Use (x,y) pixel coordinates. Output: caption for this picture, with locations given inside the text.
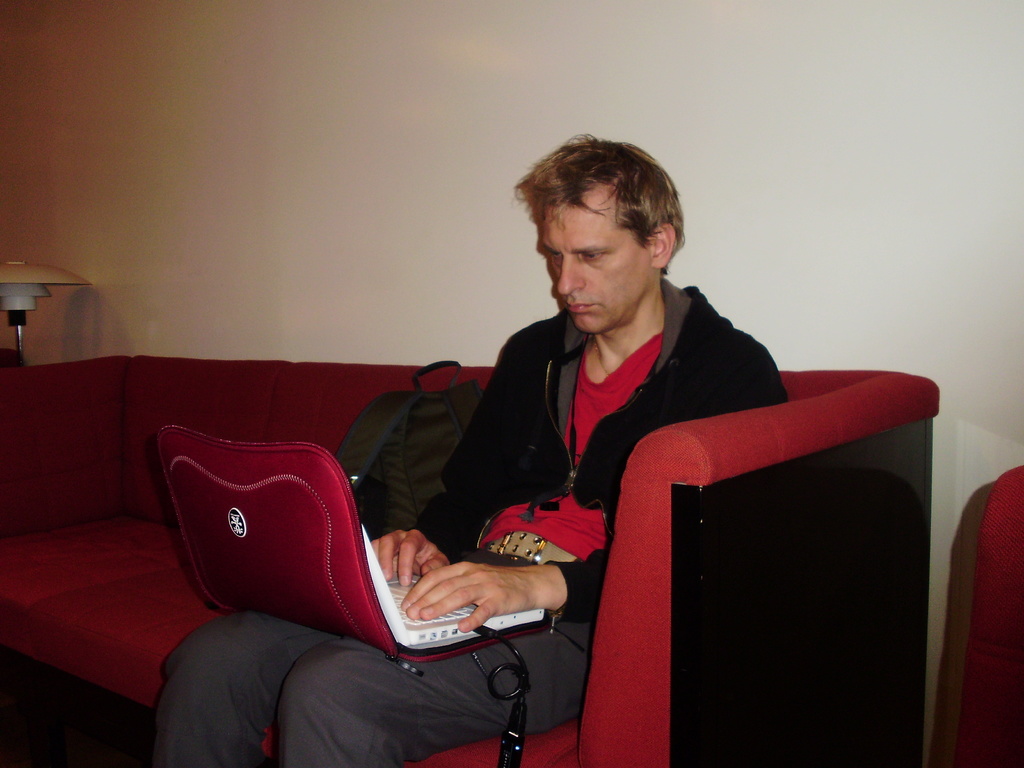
In this picture I can see a man (604,573) is sitting on the sofa (621,604) and holding a laptop (389,595). The man (422,599) is wearing a hoodie (526,502) and a pant (339,723). In the background (317,233) I can see a white color wall (352,209) and a light lamp (31,306). I can also see a bag (440,450) on the sofa (17,420).
